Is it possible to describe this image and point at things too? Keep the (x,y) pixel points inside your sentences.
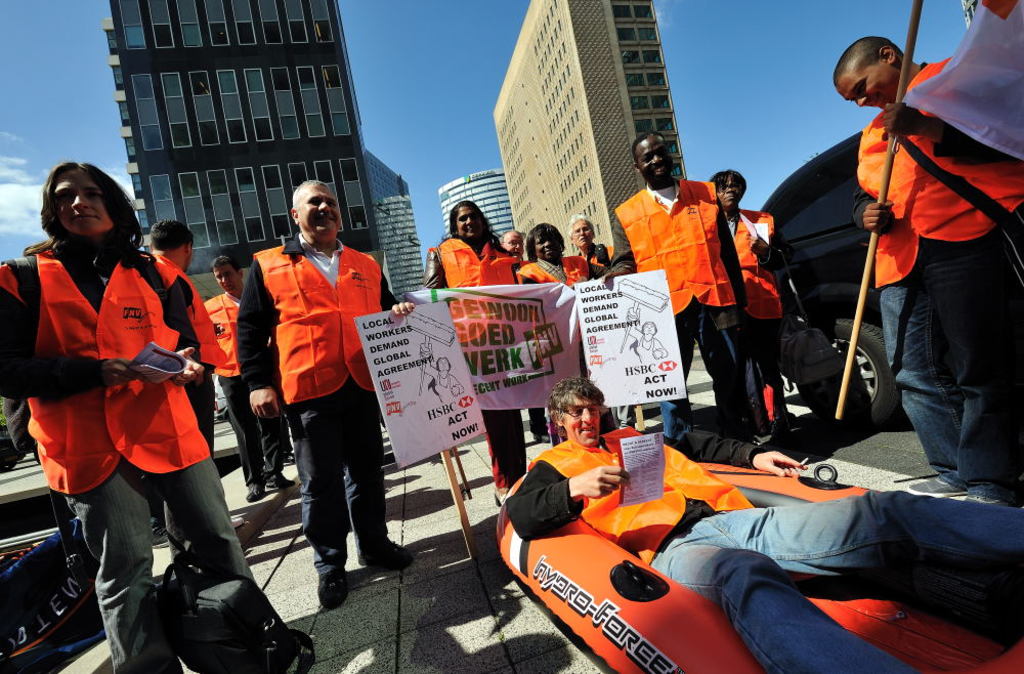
In this image I can see number of people (722,427) where on the right side (736,449) I can see one of them is lying on an orange colour boat (697,673) and rest all are standing. I can also see all of them are wearing orange colour jackets (365,280). In the center (365,307) I can see few of them are holding boards (659,397) and on the right side (888,164) I can see one is holding a flag (964,93). On the left side of this image (152,353) I can see she is holding a white colour thing (168,362) and between her legs (238,572) I can see a black colour bag (228,601) on the ground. In the background (395,112) I can see few buildings (208,164), clouds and the sky (494,138). On the bottom left side of this image (65,567) I can see a blue color thing (25,604) and on it I can see something is written.
